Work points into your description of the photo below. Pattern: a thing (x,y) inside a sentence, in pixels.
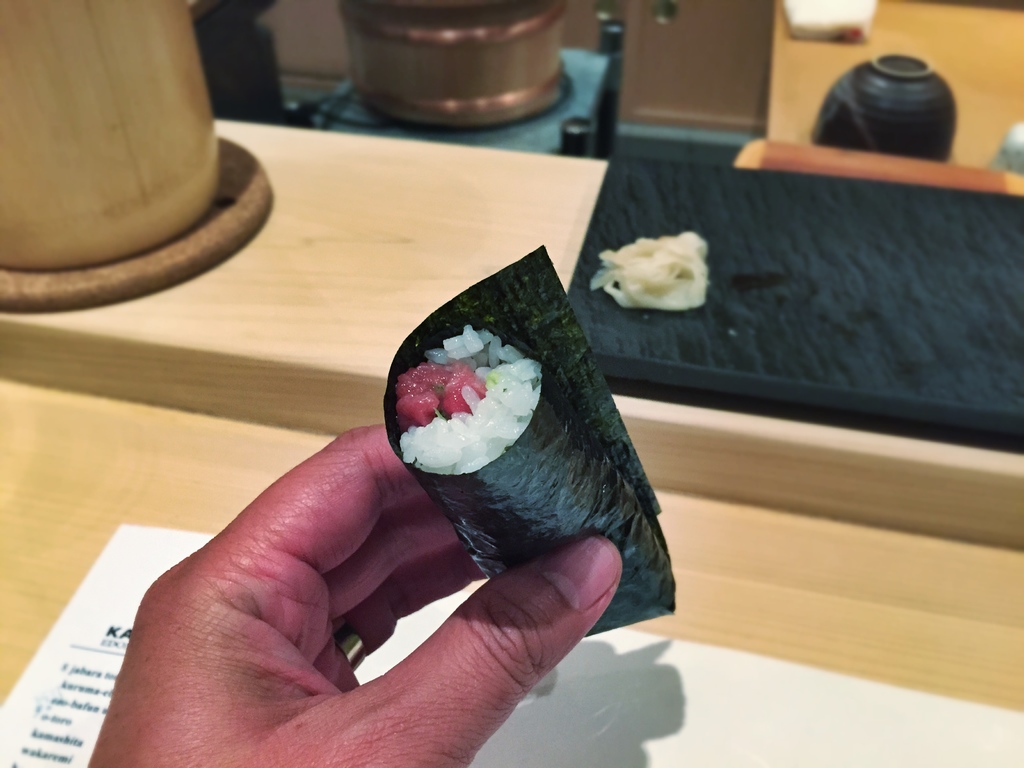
In this image there is a person's hand (394,529) truncated towards the bottom of the image (308,513), there is an object (443,504) in the person's hand (503,598), there is a table (208,380) truncated, there is a paper (63,680) truncated towards the bottom of the image (72,638), there are objects (790,222) on the table (274,189), there is an object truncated towards the left of the image (141,12), there are objects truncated towards the right of the image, there are objects (697,58) truncated towards the top of the image (687,57).
